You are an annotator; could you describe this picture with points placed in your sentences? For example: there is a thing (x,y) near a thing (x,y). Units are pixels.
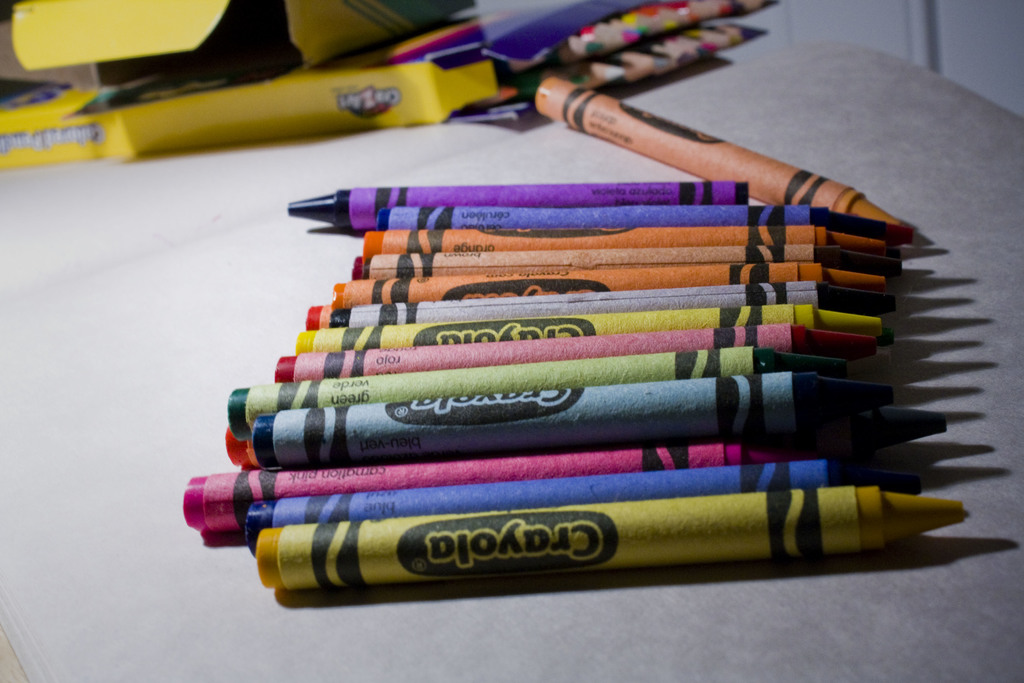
In this image I can see crayons (561,311) and boxes (436,54) on a table (979,220). This image is taken may be in a room (1005,16).
